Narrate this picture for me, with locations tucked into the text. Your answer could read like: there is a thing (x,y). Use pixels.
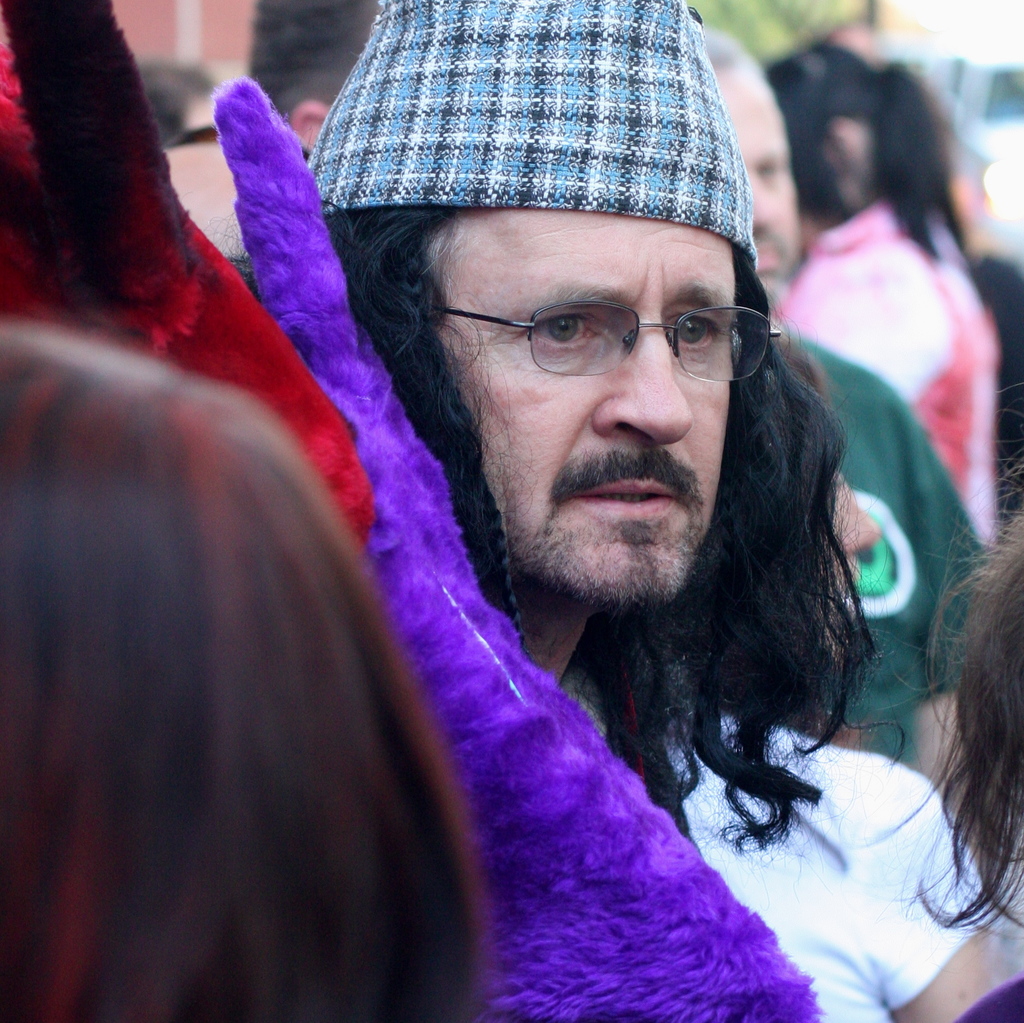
In this image I can see few people (329,537) are standing and wearing different color dresses (925,452). Background (911,42) is blurred.
